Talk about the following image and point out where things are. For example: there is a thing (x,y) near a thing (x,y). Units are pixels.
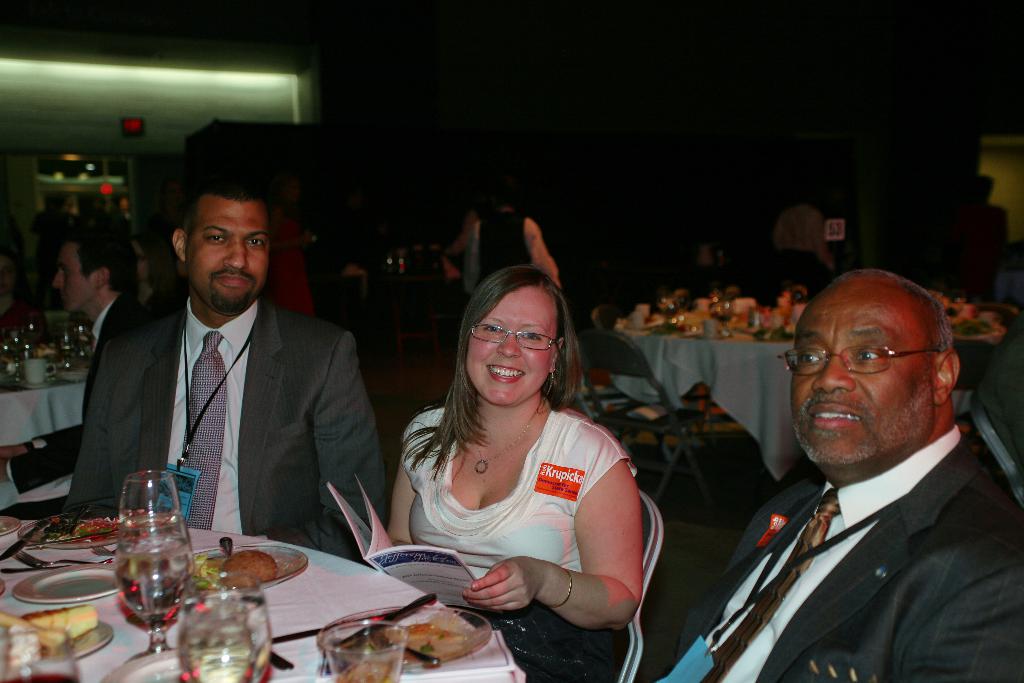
This picture shows few people (416,451) seated on the chairs (621,675) and we see food (240,554) in the plates (295,559) and we see knives (424,661) and spoons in the plate (466,644) and we see few glasses (170,600) on the table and we see couple of men (785,567) and woman (450,443) seated on the chair (646,573) and woman (519,594) holding a book (389,555) in her hand (552,589) and men (800,551) wore ID cards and we see couple of tables (745,345) with cups (704,328) glasses (727,300) and plates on them and few people (551,259) are standing and serving food (431,624).
